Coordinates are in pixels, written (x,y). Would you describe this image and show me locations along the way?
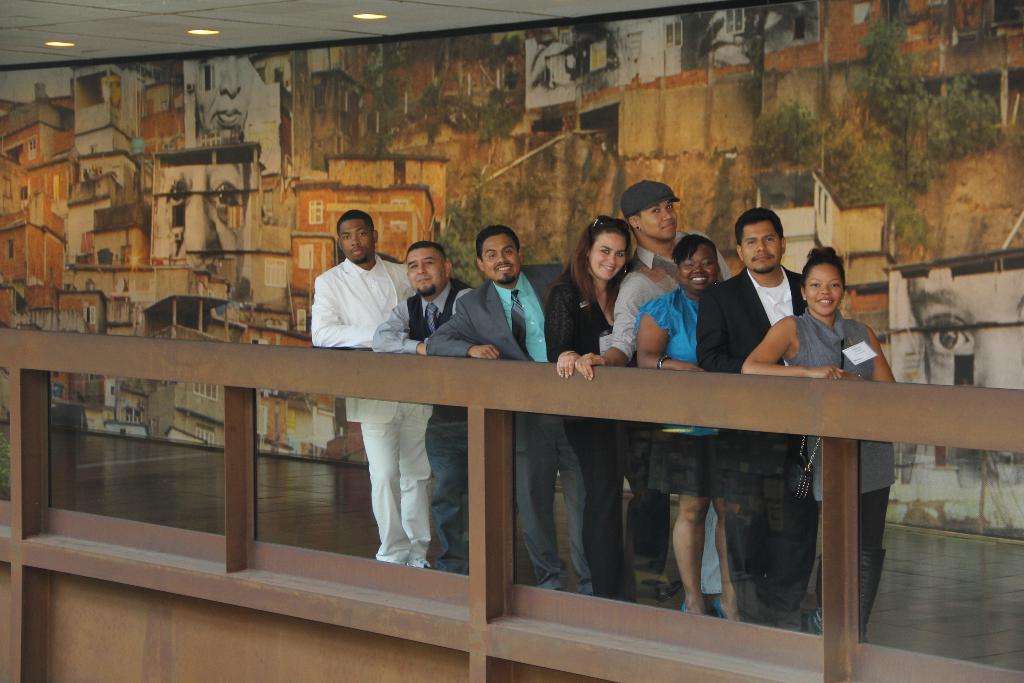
In this image, we can see a group of people (576,469) are standing near the glass railing (665,557). Few people (862,477) are smiling. Here a person (659,225) is wearing a cap (642,199). Background (517,118) there is a wall (527,165). Top of the image (248,29), we can see the ceiling (260,31) with lights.
